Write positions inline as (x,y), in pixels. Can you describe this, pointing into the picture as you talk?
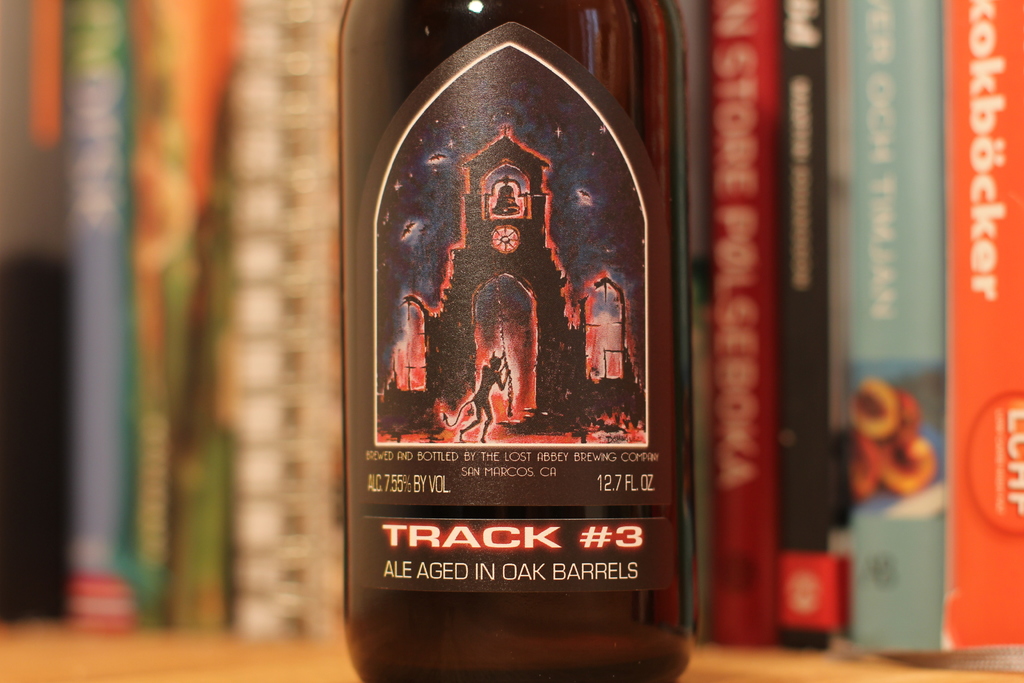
In this picture we can observe bottle (580,105) placed on the brown color table (795,659). There is a red and black color sticker (457,337) on the bottle (456,427). In the background (294,391) we can observe some books (186,245).
